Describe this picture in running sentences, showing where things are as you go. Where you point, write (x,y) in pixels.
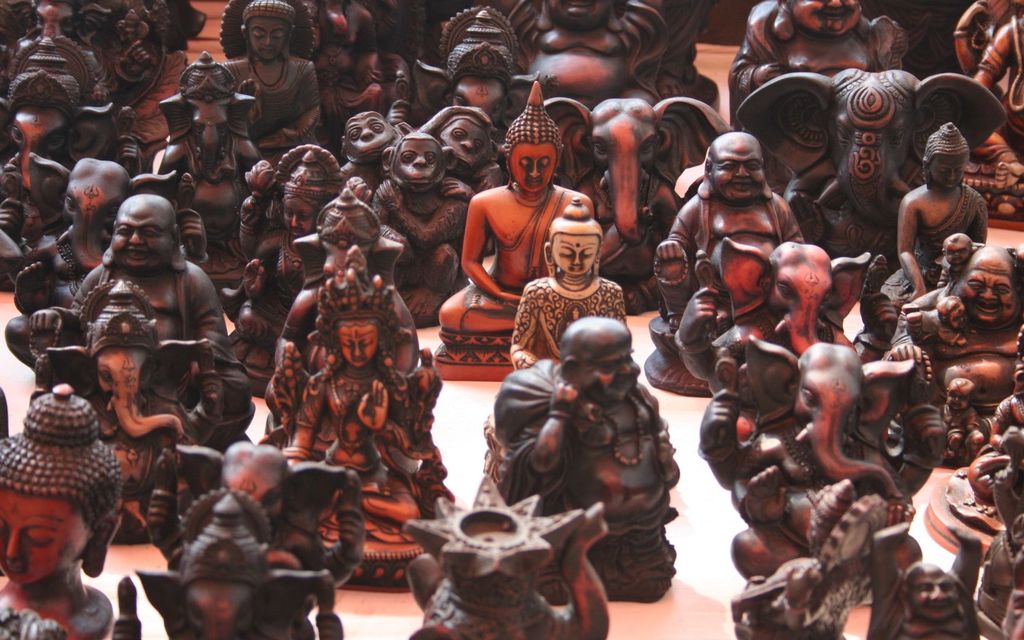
In this image, we can see sculptures (356,437) on the table (674,522).
